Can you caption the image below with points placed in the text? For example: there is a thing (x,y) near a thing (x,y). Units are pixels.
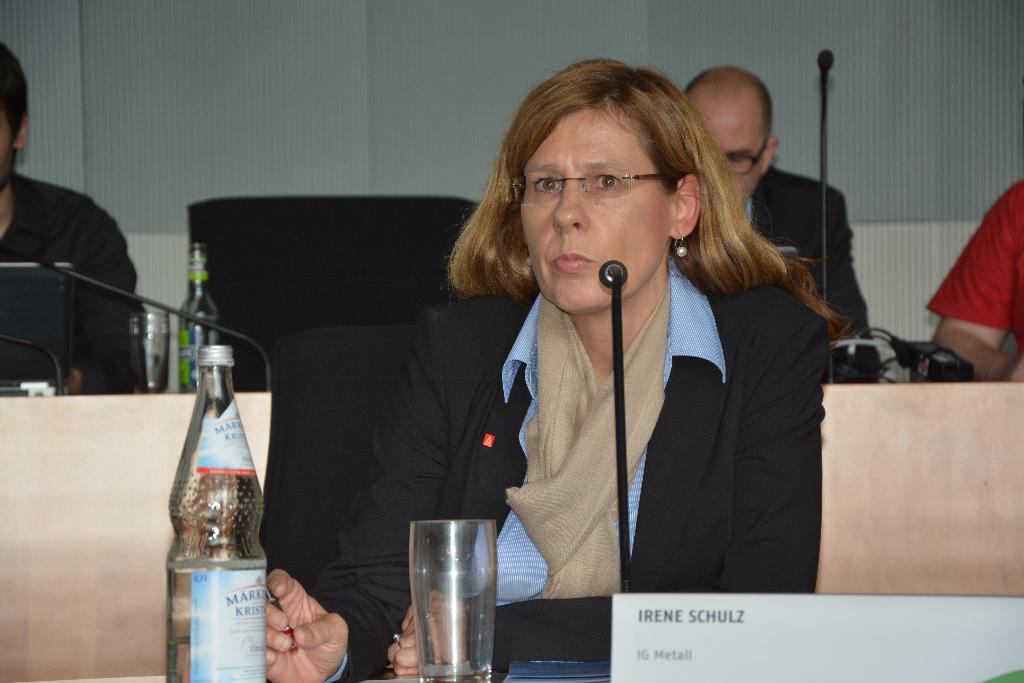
There is a woman (536,513) sitting in a chair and in front of the woman (633,332) there is a mic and a glass (484,561) and a glass bottle (224,555) and in the background (274,147) we can see a wall (246,78) and to the left corner (35,181) we can see a another man (29,213) and to the right corner (998,199) a man (996,257) is sitting on a chair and the woman (729,355) who is sitting has a spectacles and earrings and a suit (348,605).
